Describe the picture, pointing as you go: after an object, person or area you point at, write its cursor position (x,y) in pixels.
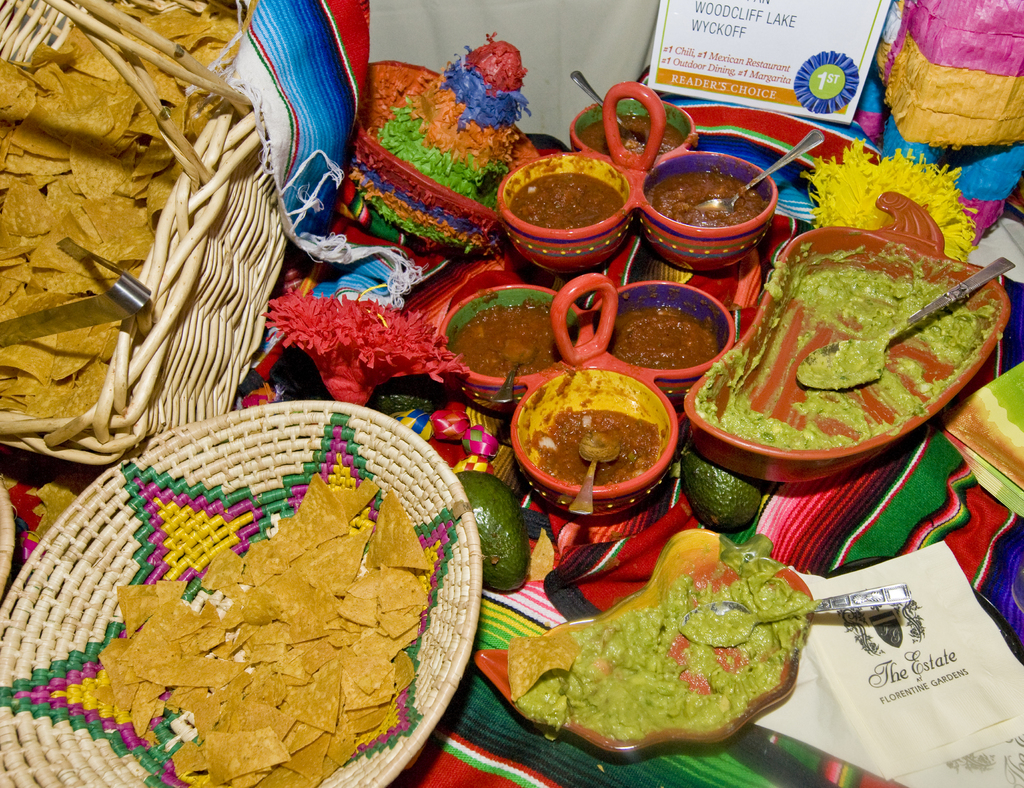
In this image I can see many food items (213,617) in the bowl (176,541), they are in yellow, red and brown color. The bowls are on the cloth (860,518) and the cloth (818,539) is in red and green color, background (768,25) I can see a white color paper (804,45).
